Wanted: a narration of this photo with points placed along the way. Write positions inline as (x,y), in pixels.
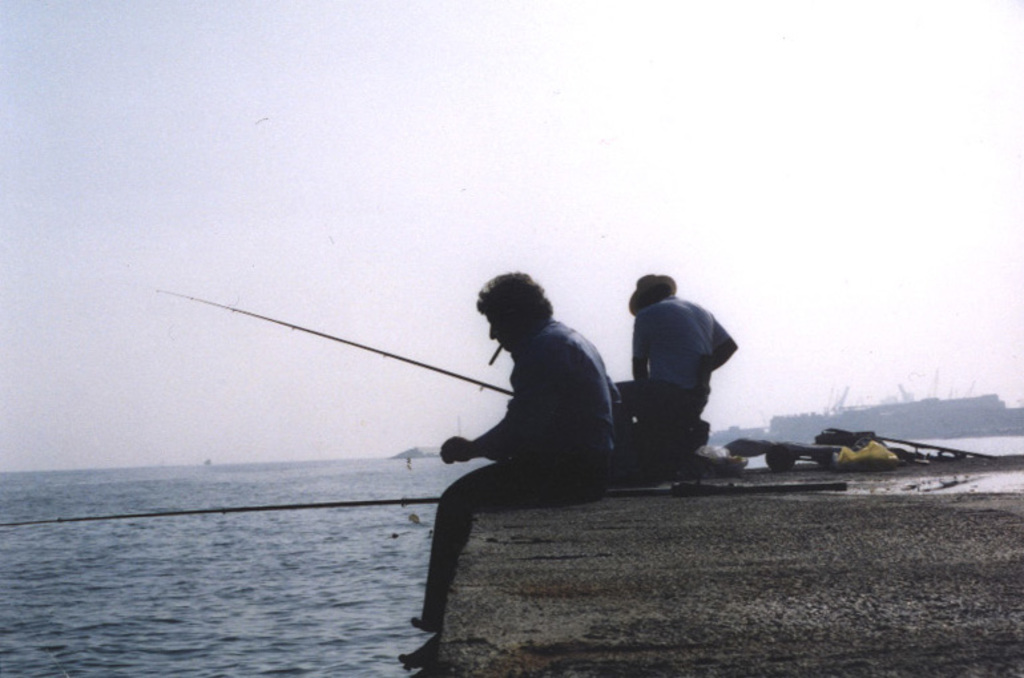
In the center of the image (552,444) we can see two people (524,398) are sitting on the shore (807,482) of a river (1008,450) and a man (563,407) is holding a stick (468,378). In the background of the image (1023,454) we can see the water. At the top of the image (858,153) we can see the sky (1002,390).
